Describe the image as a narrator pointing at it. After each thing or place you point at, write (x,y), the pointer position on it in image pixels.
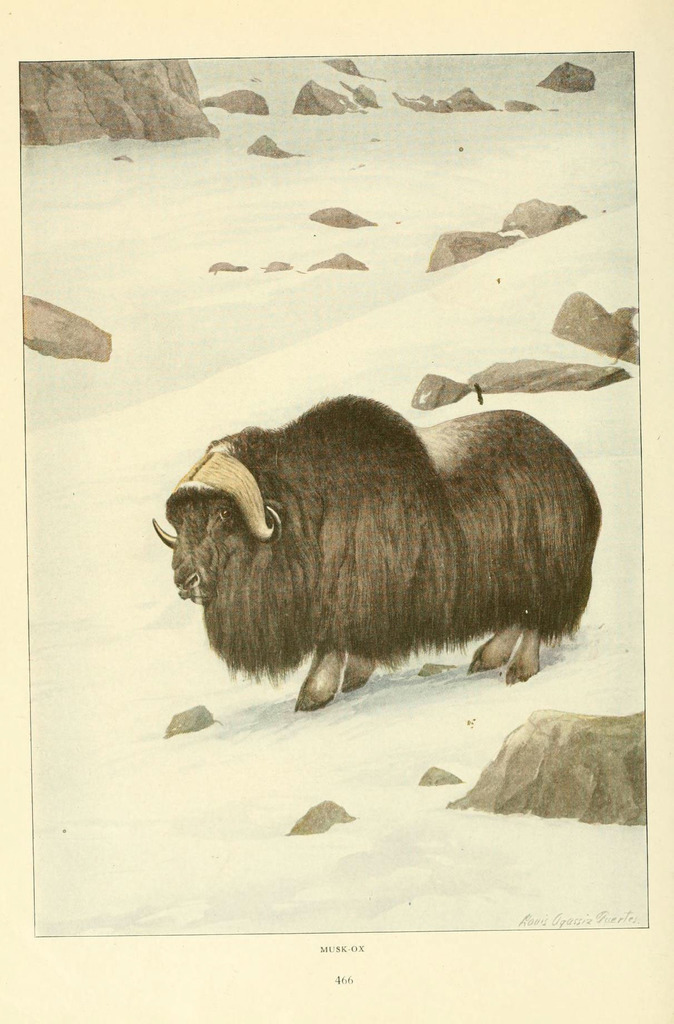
This is a painted image. An animal (361,648) is standing on the land (417,749) having few rocks (576,761). Land (264,228) is covered with snow (174,466). Bottom of the image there is some text (336,975).
